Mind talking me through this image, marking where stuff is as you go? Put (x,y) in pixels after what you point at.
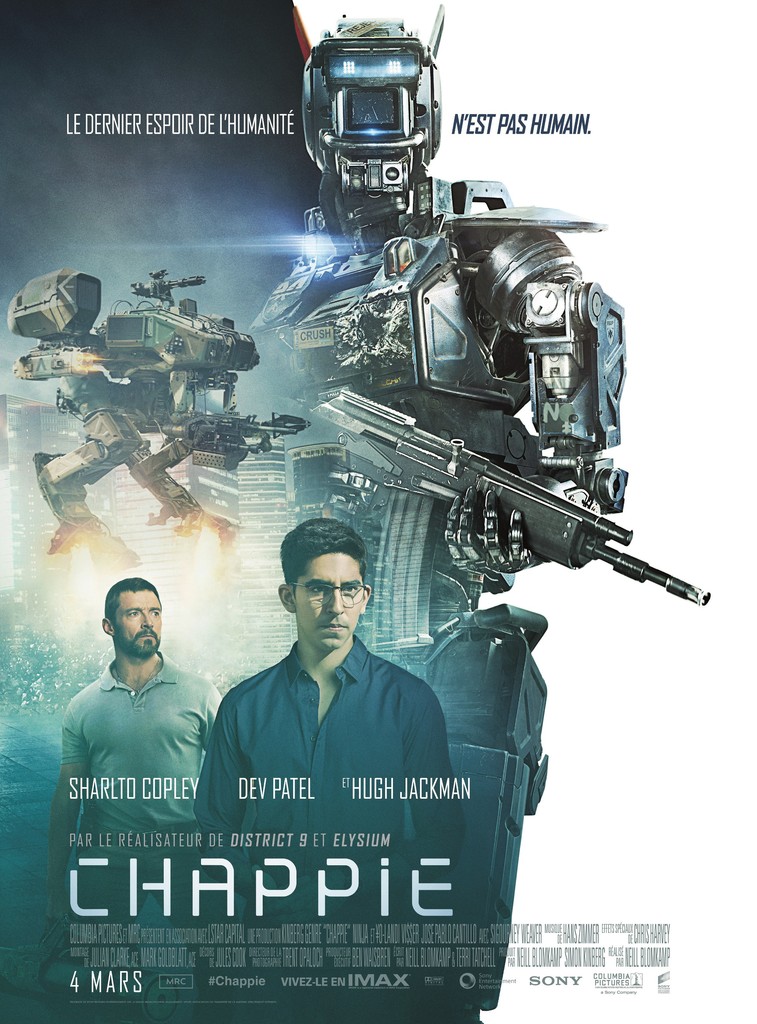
In the image in the center (277,592), we can see one poster (275,670). On the poster (388,718), we can see two persons (303,707) standing and we can see robots (498,626) holding guns (374,424). And we can see something written on the poster (284,823).
